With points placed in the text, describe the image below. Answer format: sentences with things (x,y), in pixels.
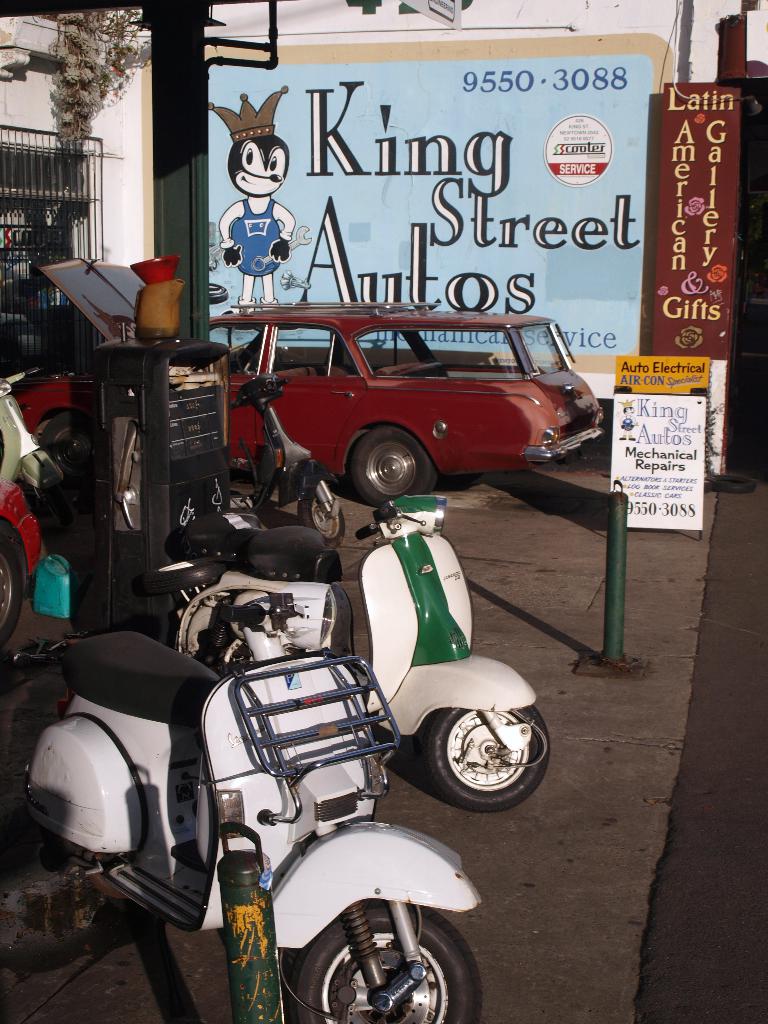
In this image I can see scooters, cars (393,342), board (628,381), and I can see the text (682,162) visible in the middle (465,344), there is a window (48,223) and creeper (106,59) visible in the top left (62,99).
